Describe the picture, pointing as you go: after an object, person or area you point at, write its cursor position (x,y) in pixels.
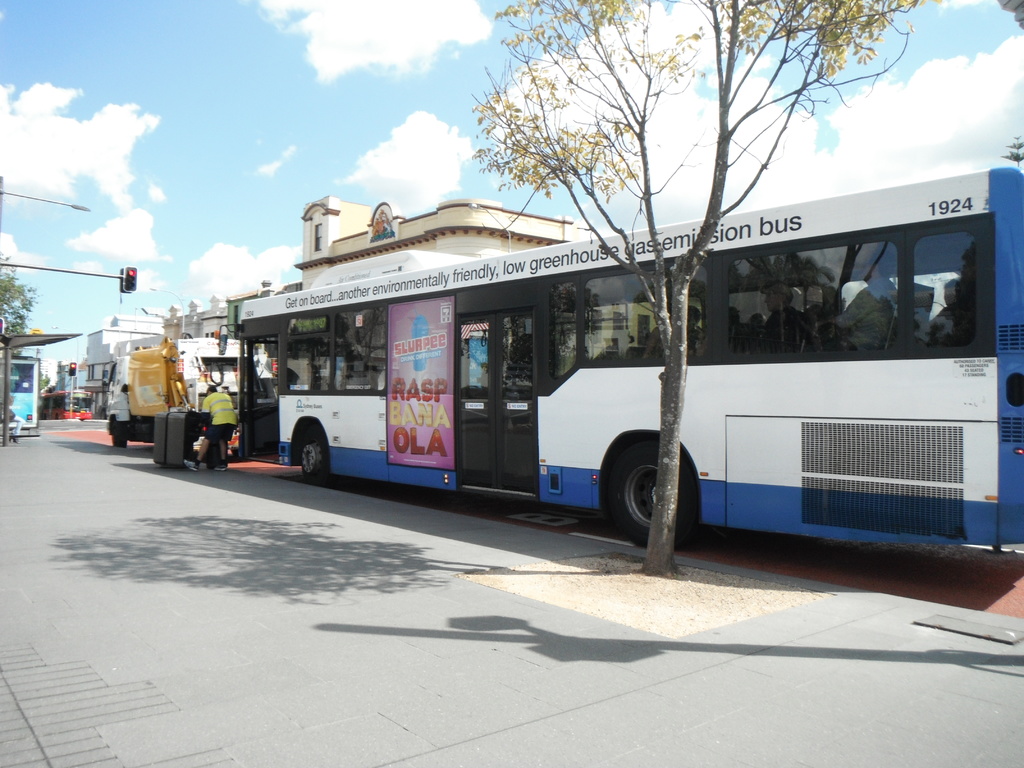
In this image we can see a bus (617,399) and a truck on the road (729,559). We can also see a person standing on the pathway (419,645), some trees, a person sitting under a roof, some buildings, the traffic signal (131,281), a street pole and the sky (259,174) which looks cloudy.
